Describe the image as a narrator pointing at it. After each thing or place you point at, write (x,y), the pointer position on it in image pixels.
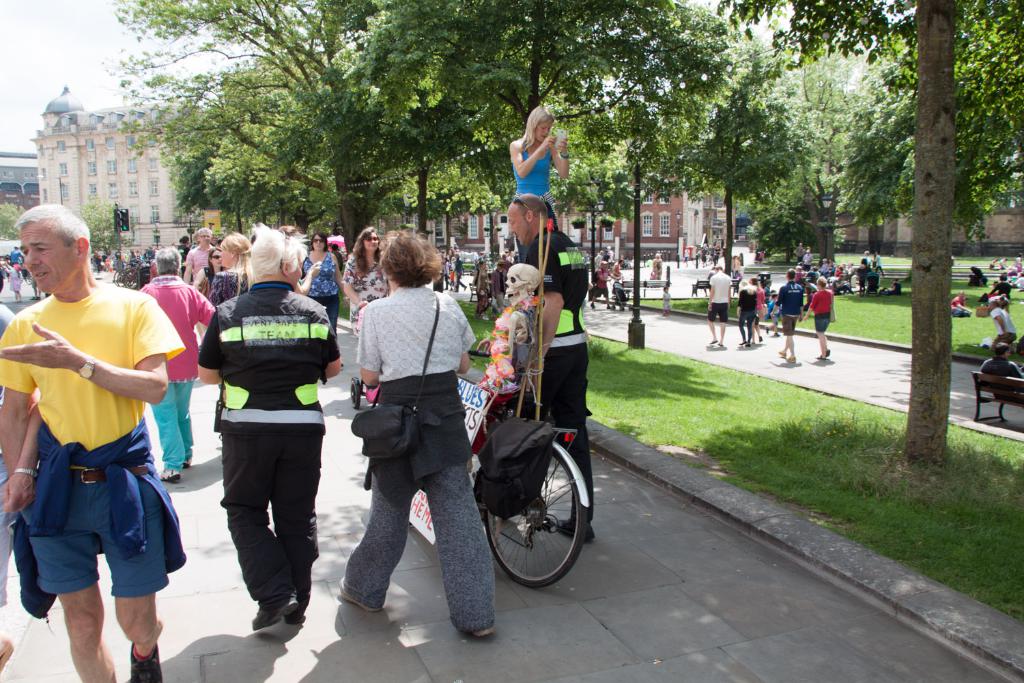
In the picture I can see a group of people (7,571). I can see a few of them walking on the road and a few of them sitting on the green grass (871,311) on the side of the road (469,277). I can see the trees (482,201) on the side of the road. I can see a person (554,298) holding the bicycle (506,534) and there is a skeleton (516,341) on the bicycle (515,408). In the background (79,177), I can see the building (102,172) and a traffic signal pole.
